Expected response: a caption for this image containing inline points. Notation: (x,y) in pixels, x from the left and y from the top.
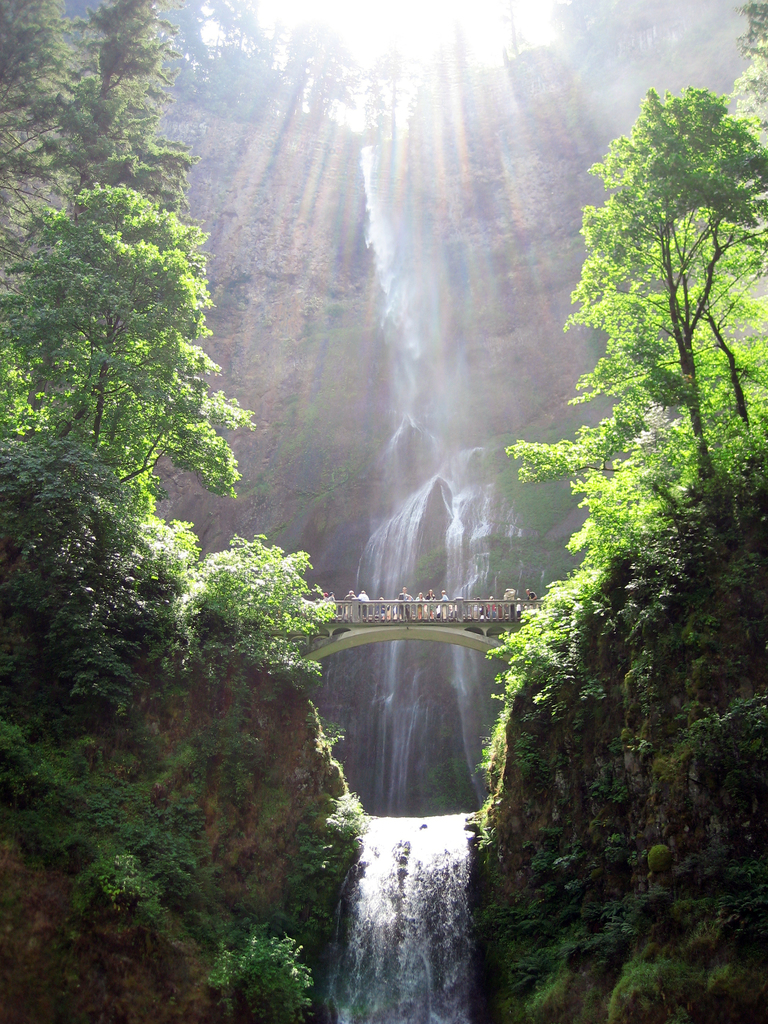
In this image I can see number of trees (15,215), a bridge (392,634) and waterfall (402,861). I can also see few people (402,604) are standing over there.
